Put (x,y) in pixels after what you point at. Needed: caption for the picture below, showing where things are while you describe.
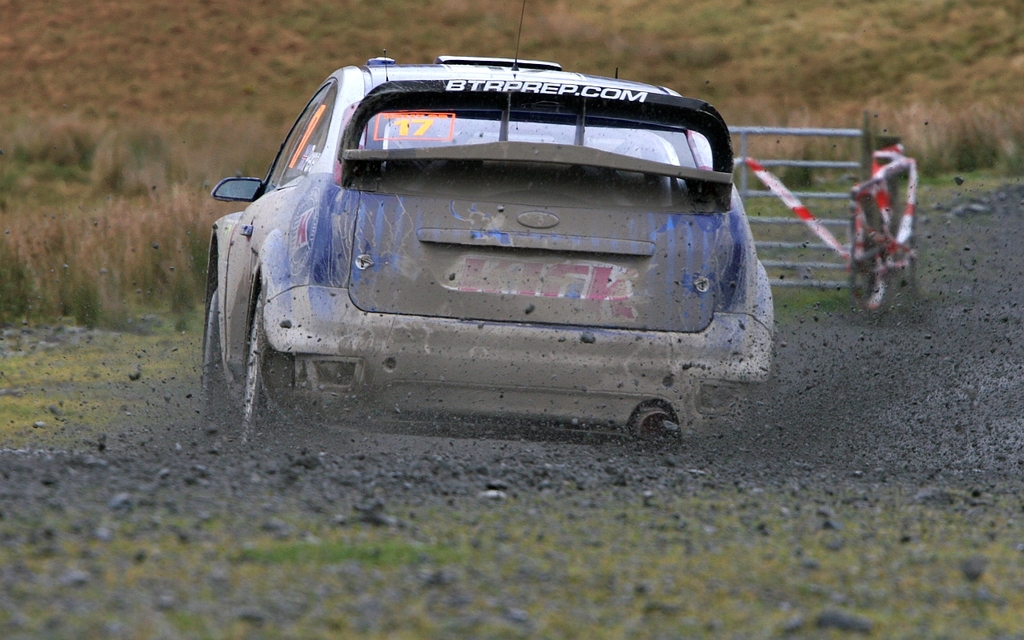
In this image there is a car (441,378) moving on the rocky surface (380,442), beside that there is a railing (767,193) with some stickers (876,197). In the background (134,292) there is grass (927,38).
